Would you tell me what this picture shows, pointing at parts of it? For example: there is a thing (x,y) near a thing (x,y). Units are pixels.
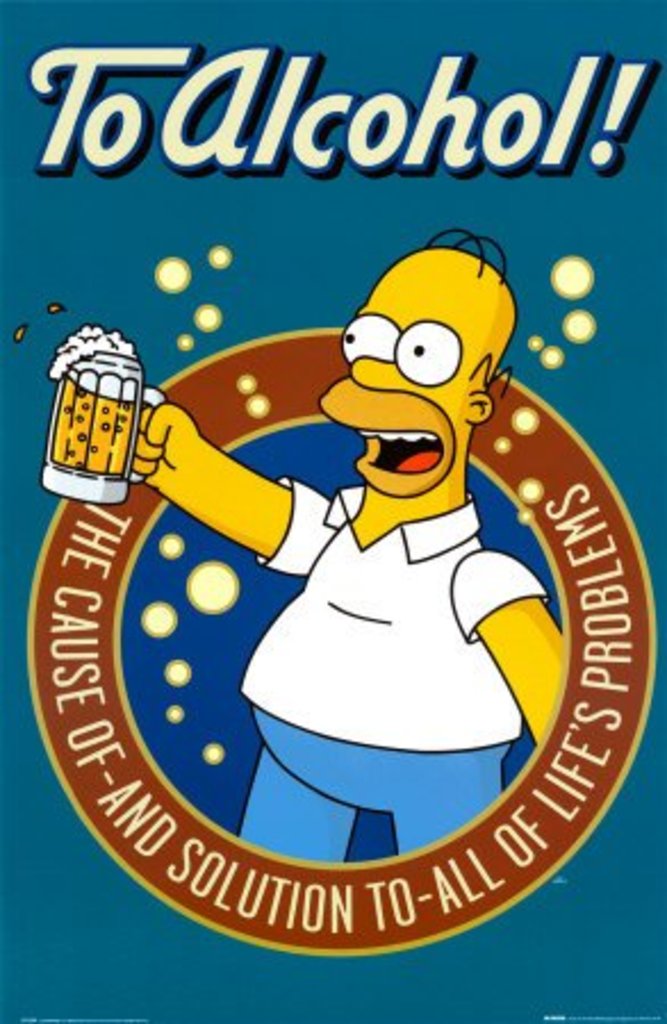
In this image I can see a cartoon character (381,629) is holding a glass (134,480). I can see this cartoon (165,442) is wearing white shirt (371,701) and blue pant (326,855). I can also see something is written over here.
